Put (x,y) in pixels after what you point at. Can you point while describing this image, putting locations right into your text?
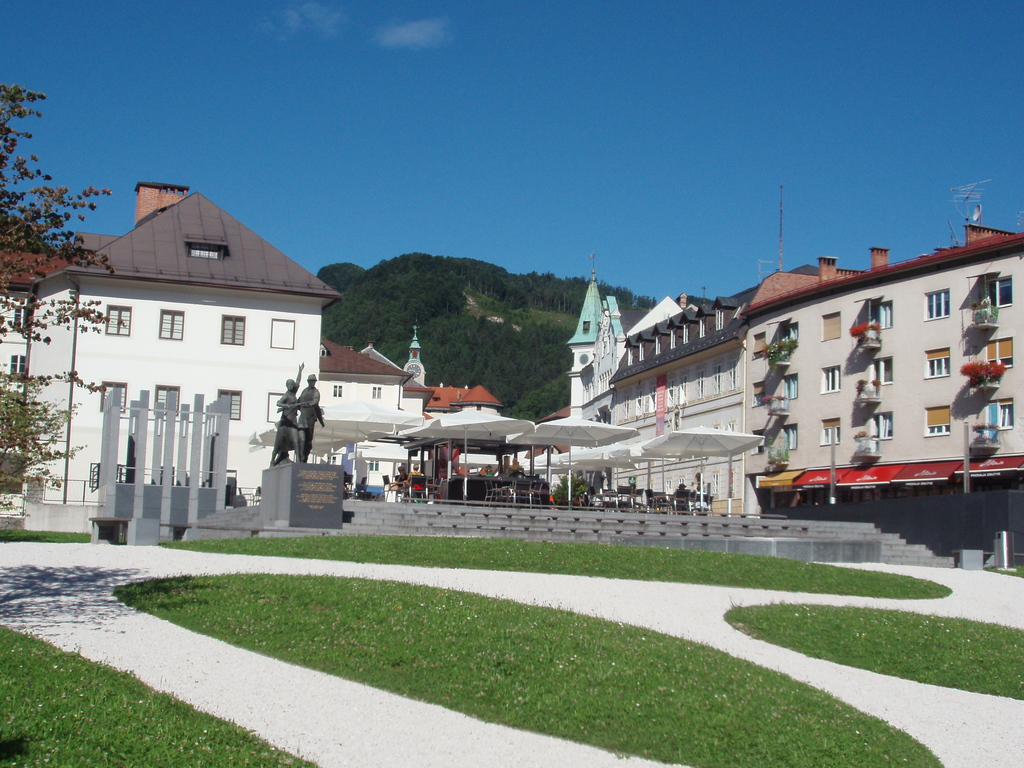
This picture is clicked outside. In the foreground (51,699) we can see the ground (157,639) and the green grass (477,654) and we can see the sculptures (280,406) of two persons (297,404). In the center (382,369) we can see the buildings (367,362), windows (228,324) of the buildings (954,385) and we can see the tents (519,442), group of people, chairs (546,489) and the stairs (925,564) and many other objects (470,491). In the background (195,99) we can see the sky (429,106), trees (569,282) and some other items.
